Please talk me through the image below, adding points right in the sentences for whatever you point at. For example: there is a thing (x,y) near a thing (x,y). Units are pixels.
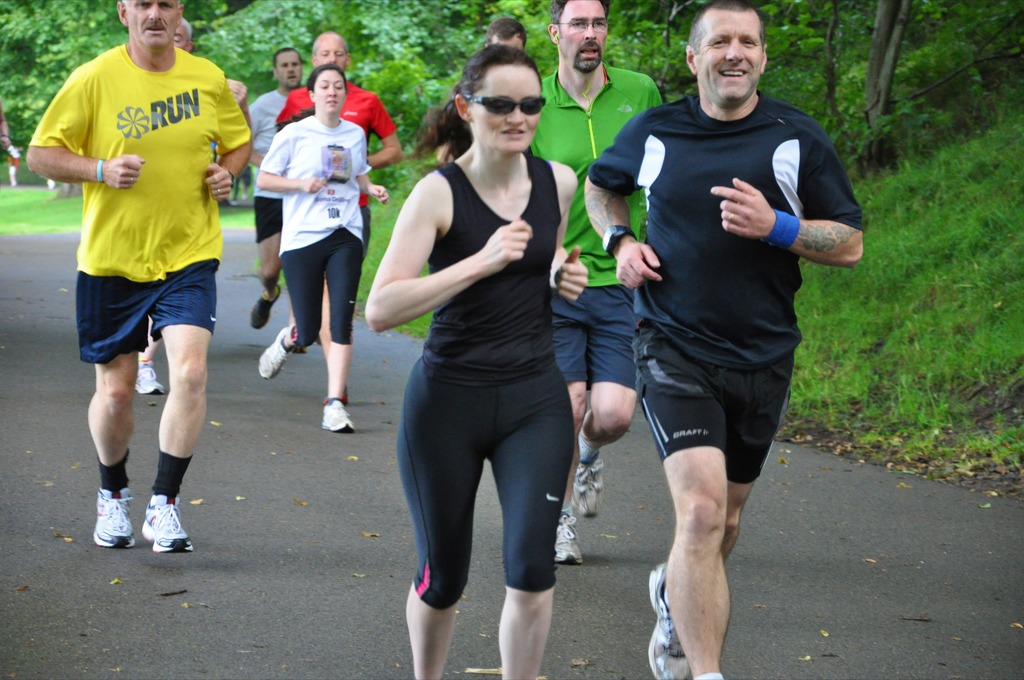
In this image, we can see people (526,168) running on the road (396,657) and in the background (378,54), there are trees (268,72) and there is a grass (907,292).
